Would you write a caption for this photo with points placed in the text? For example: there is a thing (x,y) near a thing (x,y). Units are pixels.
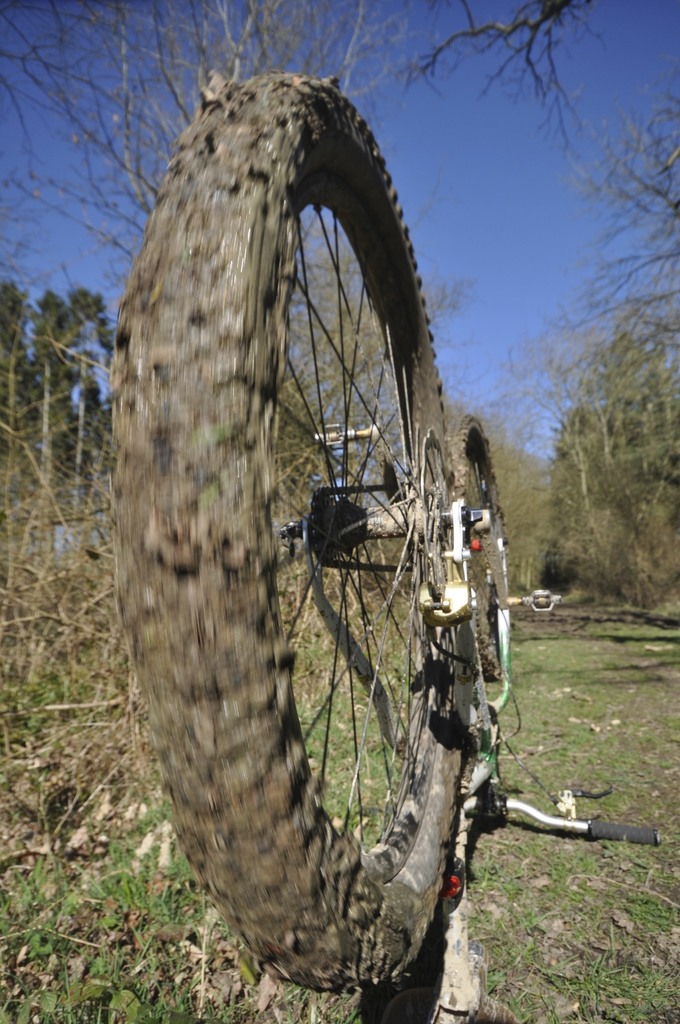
Here I can see a bicycle (219,589) on the ground (544,924). In the background (292,429) there are many trees (76,475). At the top of the image (485,182) I can see the sky (497,155).
